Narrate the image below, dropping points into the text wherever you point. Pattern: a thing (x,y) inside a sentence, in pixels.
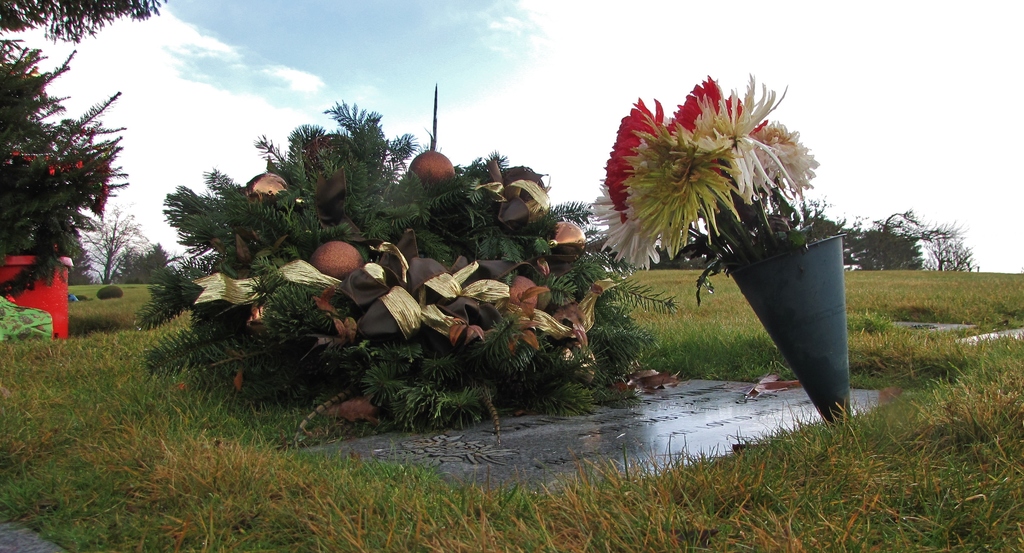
In the picture I can see flowers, the grass (146,380), plants (181,350), trees (89,270) and some other objects (371,292) on the ground (538,409). In the background (535,106) I can see the sky (470,98).
